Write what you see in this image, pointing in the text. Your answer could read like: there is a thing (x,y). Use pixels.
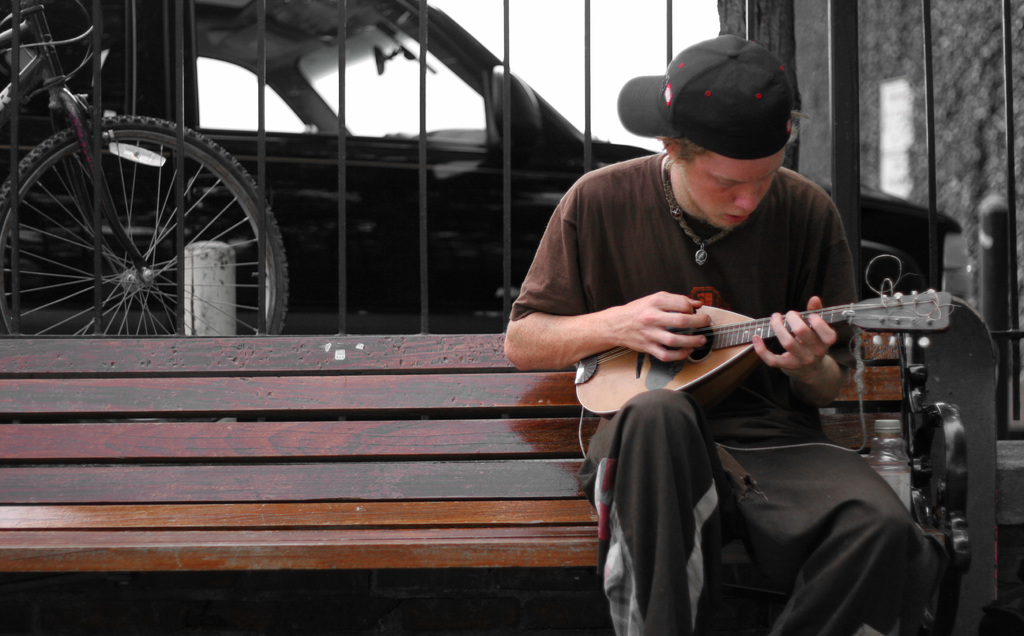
The image is outside of the city. In the image on right (701,243) there is a man (777,243) wearing a black color hat (739,110) holding a musical instrument (685,381) on his hand (802,365) and playing it, on left side (190,132) we can see a cycle (137,134) in middle (414,213) there is a car (378,46) and a bench (240,429) on which a man (837,469) is sitting.
